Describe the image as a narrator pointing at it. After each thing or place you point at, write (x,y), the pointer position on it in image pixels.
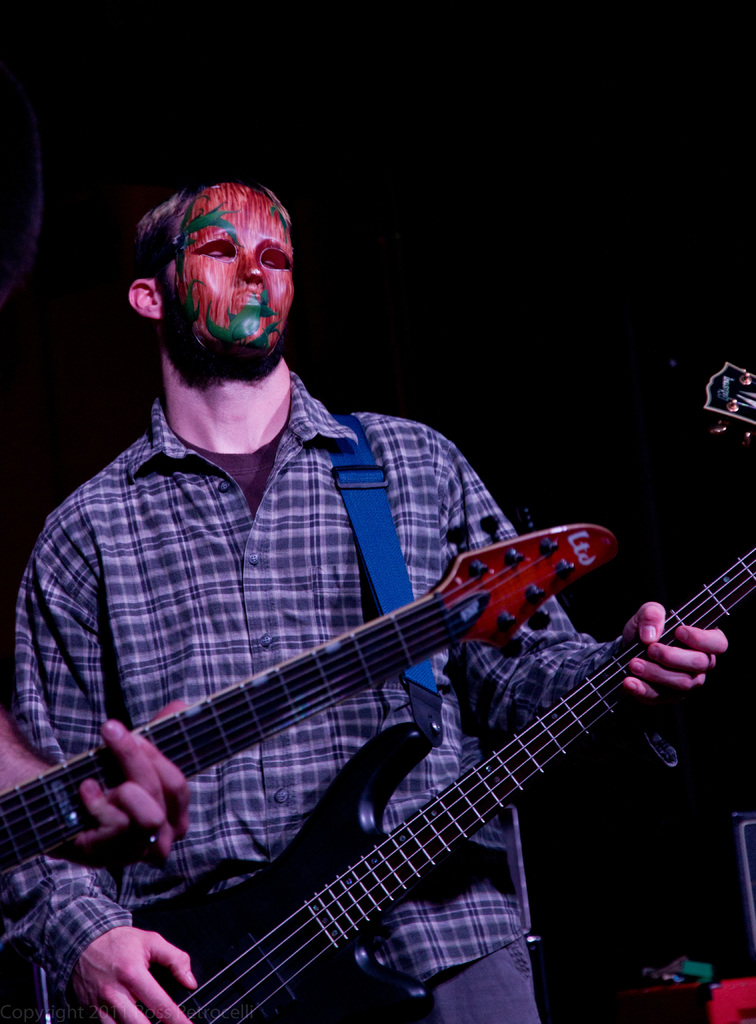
In this image there is a man (19,649) standing and playing a guitar (191,930), another person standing and playing a guitar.
